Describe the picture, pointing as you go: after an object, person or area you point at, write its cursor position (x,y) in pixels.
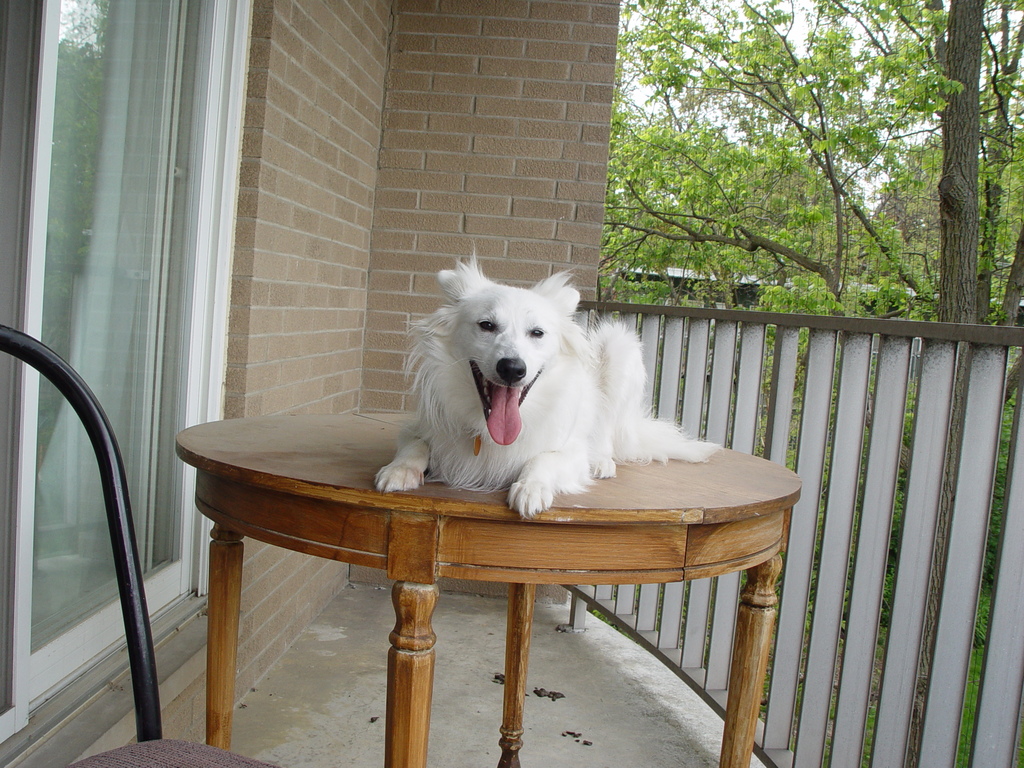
A dog (518,410) is sitting on the table (582,497) and the left side of an image (212,386) there is a glass door (190,347) behind this dog (569,442) there is a brick wall (440,231) on the right side (906,182) there are trees (802,117) and a sunny sky (806,39).
